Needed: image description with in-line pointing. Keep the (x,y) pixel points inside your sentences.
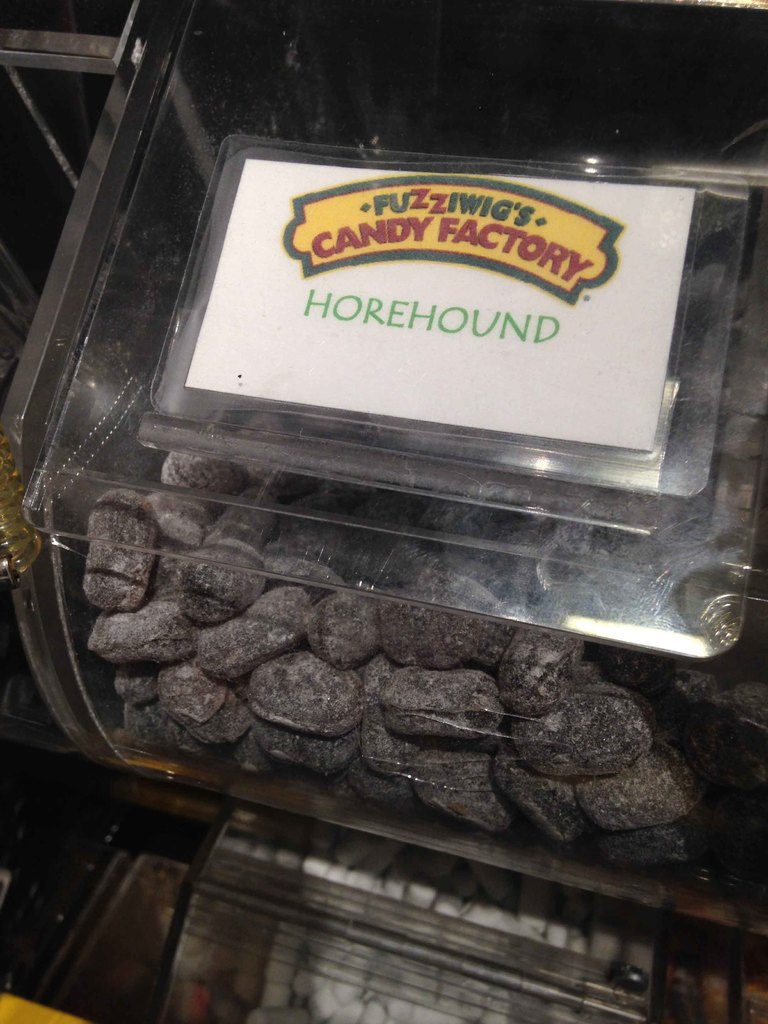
In this picture, it seems to be a candy box (374,525) in the center of the image (404,560).
